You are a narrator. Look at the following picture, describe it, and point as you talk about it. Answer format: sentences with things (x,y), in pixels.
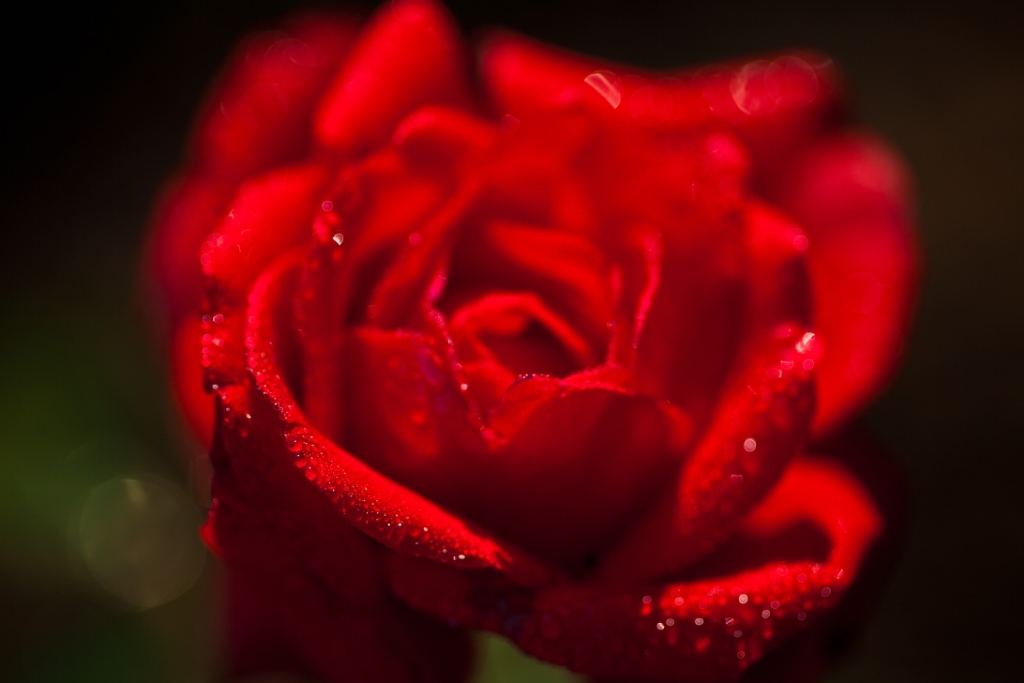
The picture consists of a rose (571,380), on the rose petals (467,341) there are water droplets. Around the rose (691,522) it is blurred.
